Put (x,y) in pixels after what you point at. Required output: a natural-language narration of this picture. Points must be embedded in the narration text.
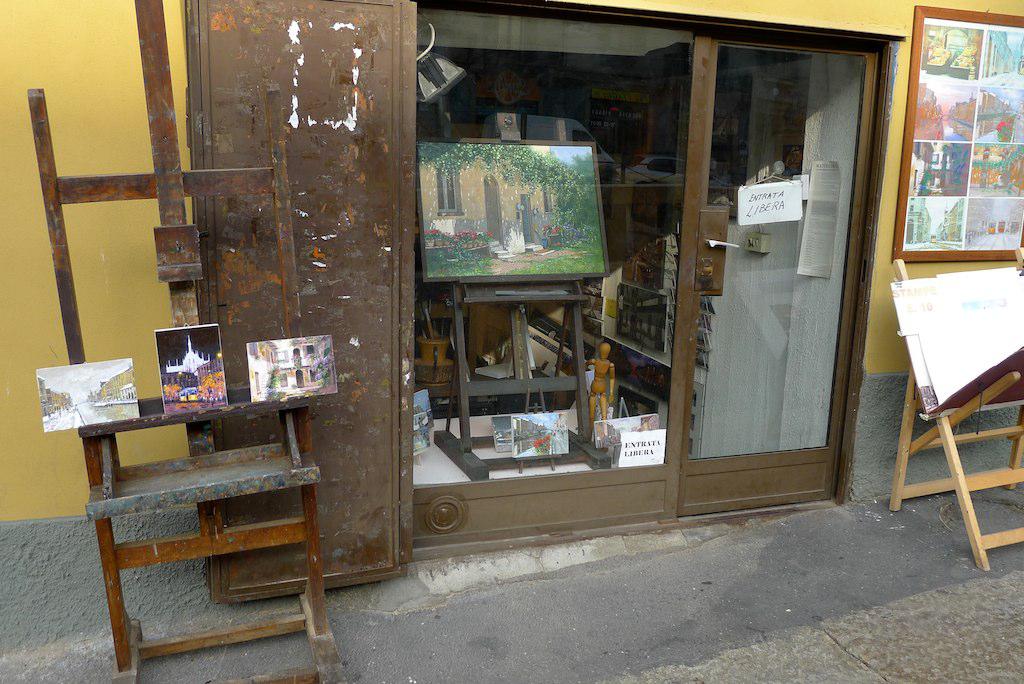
In this image we can see the stands (208,439) with photo frames (71,383) and papers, also we can see a building (850,395), inside the building (848,408) we can see a stand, photo frames (481,241) and some other objects (429,378), also we can see a photo frame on the wall (127,64).
